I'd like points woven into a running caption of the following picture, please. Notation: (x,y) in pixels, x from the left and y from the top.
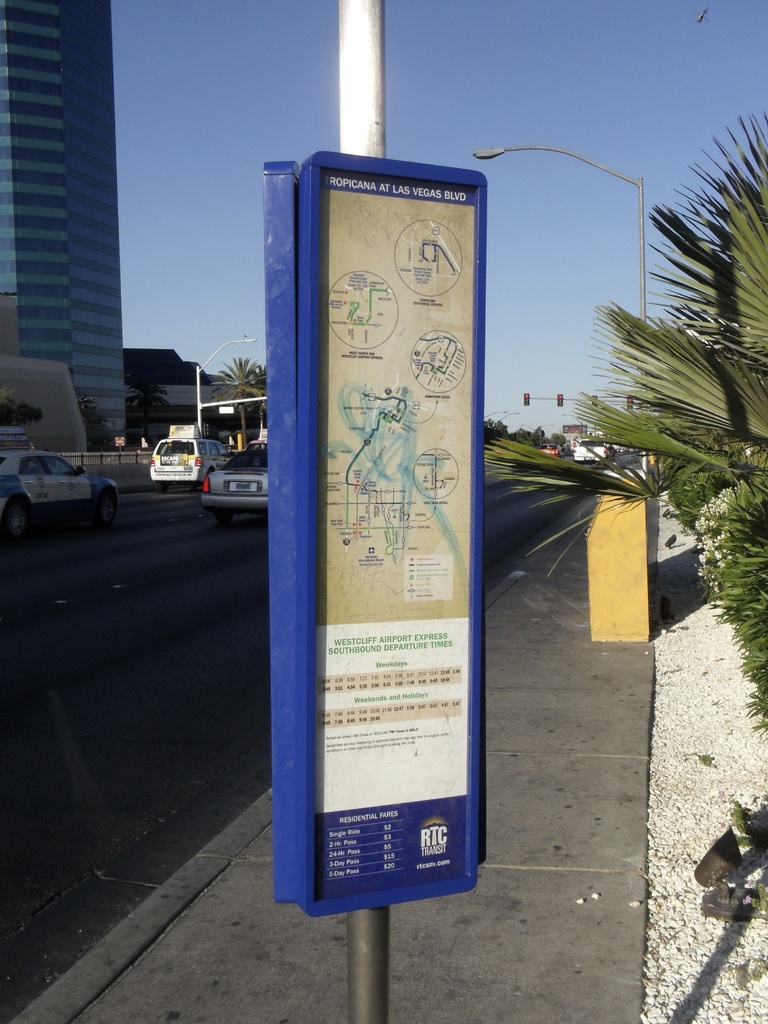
In this image I can see few poles (505,149), few lights (492,155), trees (710,395), road (251,552), number of vehicles (179,466), few buildings (113,354) and in background (543,80) I can see the sky (324,90). Here on this board (332,424) I can see something is written.
